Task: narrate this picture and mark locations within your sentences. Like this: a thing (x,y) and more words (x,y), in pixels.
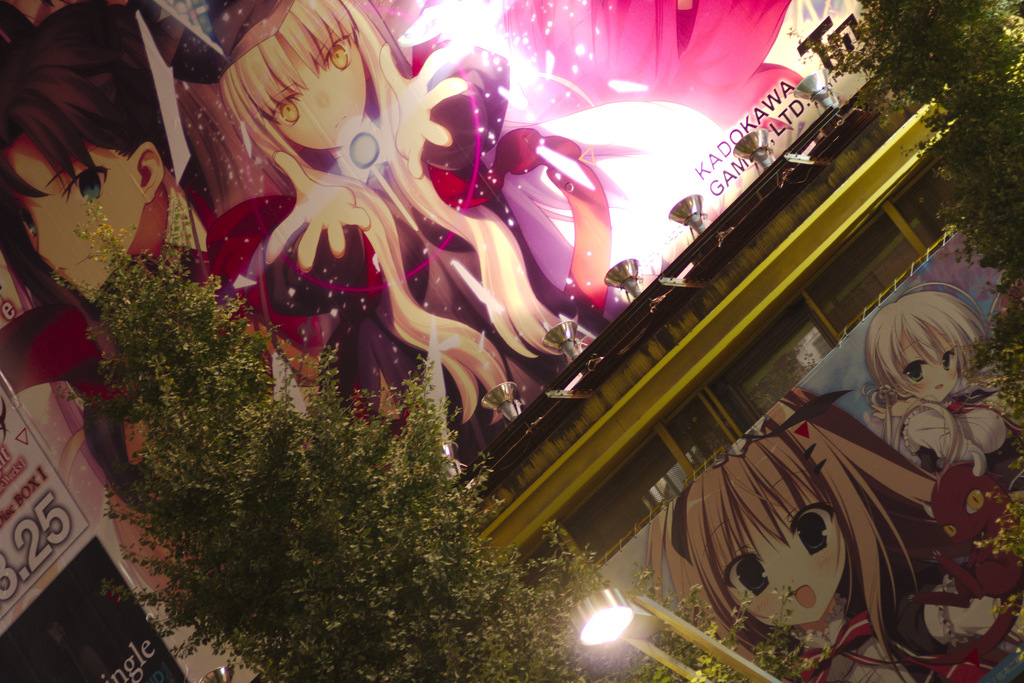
There is a banner (340,123) of an animation picture (357,152). On the down of the image something is written. Also there are lights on the stand (713,283). Down of that image there is another animation picture (842,472). Also there are trees (973,40). There is a light (616,617) near to the tree (563,622).
